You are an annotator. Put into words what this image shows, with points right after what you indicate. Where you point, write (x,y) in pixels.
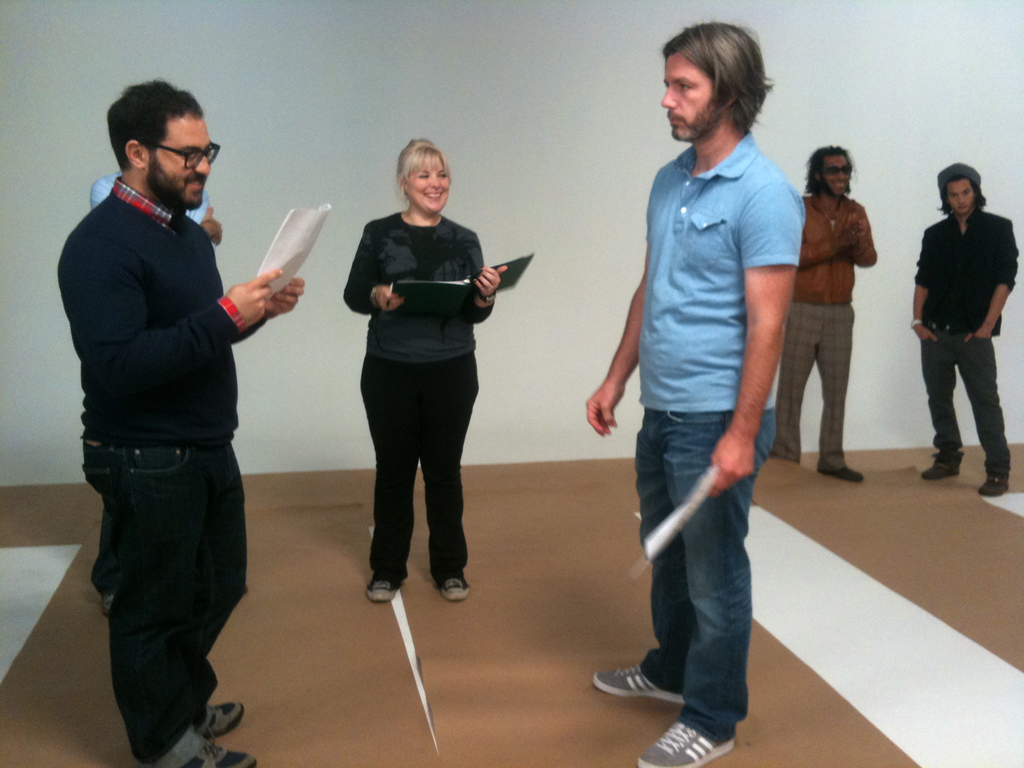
In this image, we can see a group of people (935,388) are standing. Here we can see few are holding some objects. Background (569,194) we can see the wall (525,162). Here we can see few people (402,264) are smiling.
